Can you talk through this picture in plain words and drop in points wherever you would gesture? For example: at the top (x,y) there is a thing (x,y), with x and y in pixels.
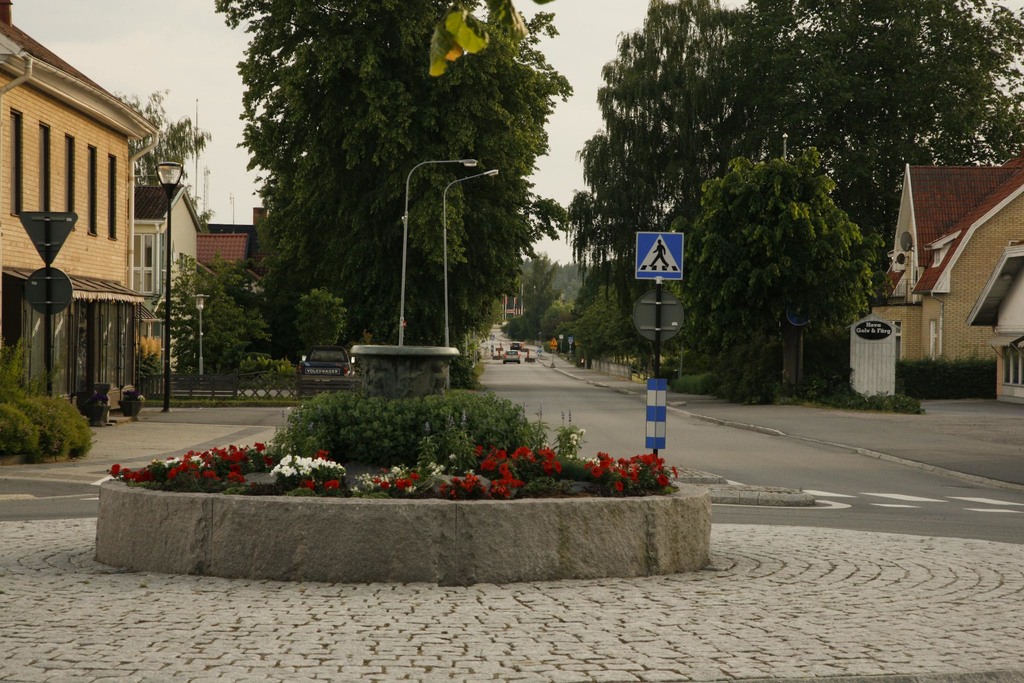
In this image we can see buildings (81,214), trees (424,216), bushes (434,449), motor vehicles (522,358) on the road (536,383), street poles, street lights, shrubs (552,474), sign boards (874,375), laid stone (721,540) and sky (132,55).
